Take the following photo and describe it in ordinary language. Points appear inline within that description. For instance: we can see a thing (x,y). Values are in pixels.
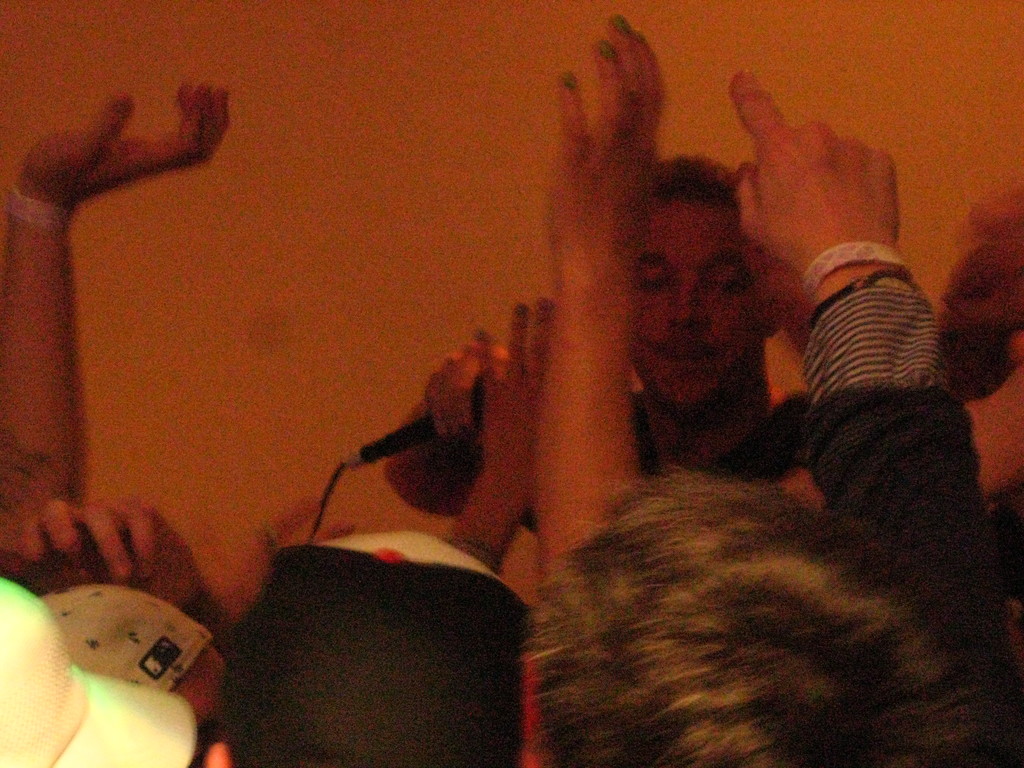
In this image we can see people (527,466) among them this man (431,455) is holding a microphone (424,437) in the hand (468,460). Some of them are wearing caps (158,671).
